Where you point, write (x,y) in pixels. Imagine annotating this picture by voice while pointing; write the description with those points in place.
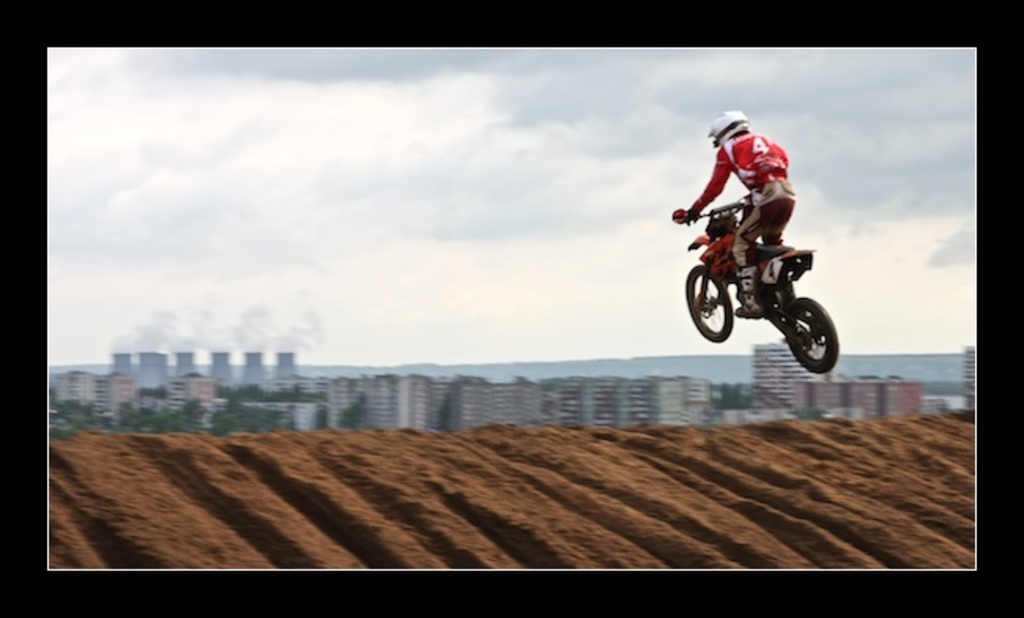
This image looks like a photo frame in which I can see a person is riding a bike (780,279). In the background (110,419) I can see buildings (872,409), trees (227,409), nuclear power plants (217,375) and mountains (389,371). At the top (410,180) I can see the sky (507,205).
